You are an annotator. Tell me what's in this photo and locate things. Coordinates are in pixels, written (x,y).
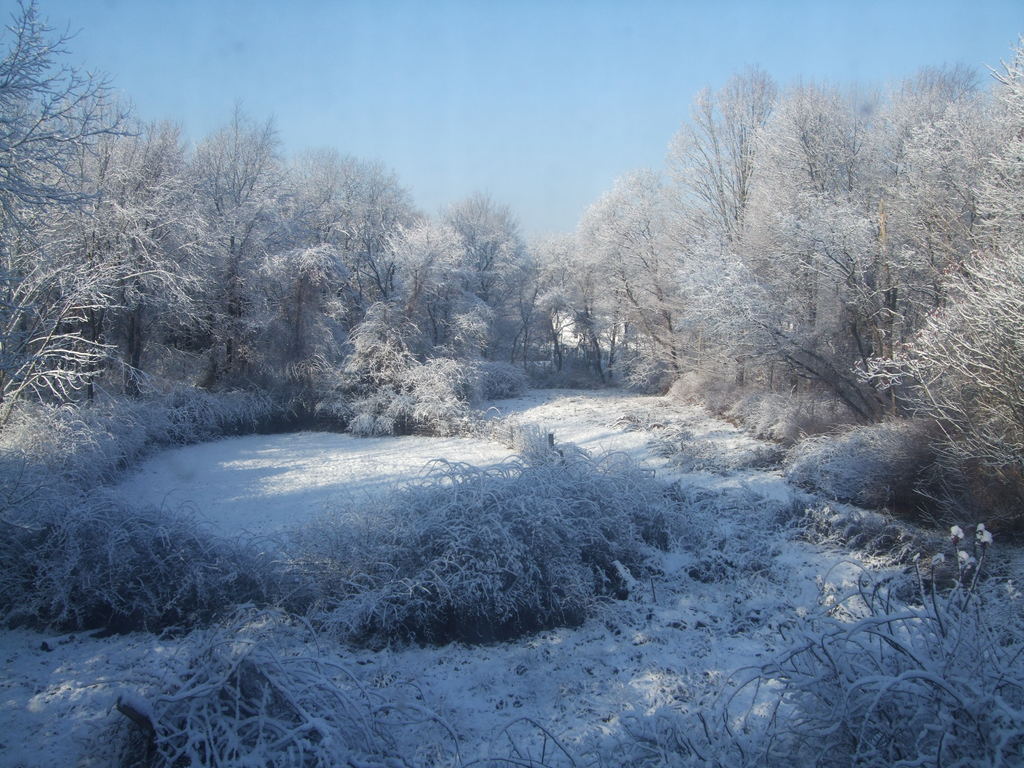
In this image there are many trees (822,218) and shrubs (159,607) on the ground (284,626). There is snow (719,553) all over the place. The sky (417,60) is clear.
